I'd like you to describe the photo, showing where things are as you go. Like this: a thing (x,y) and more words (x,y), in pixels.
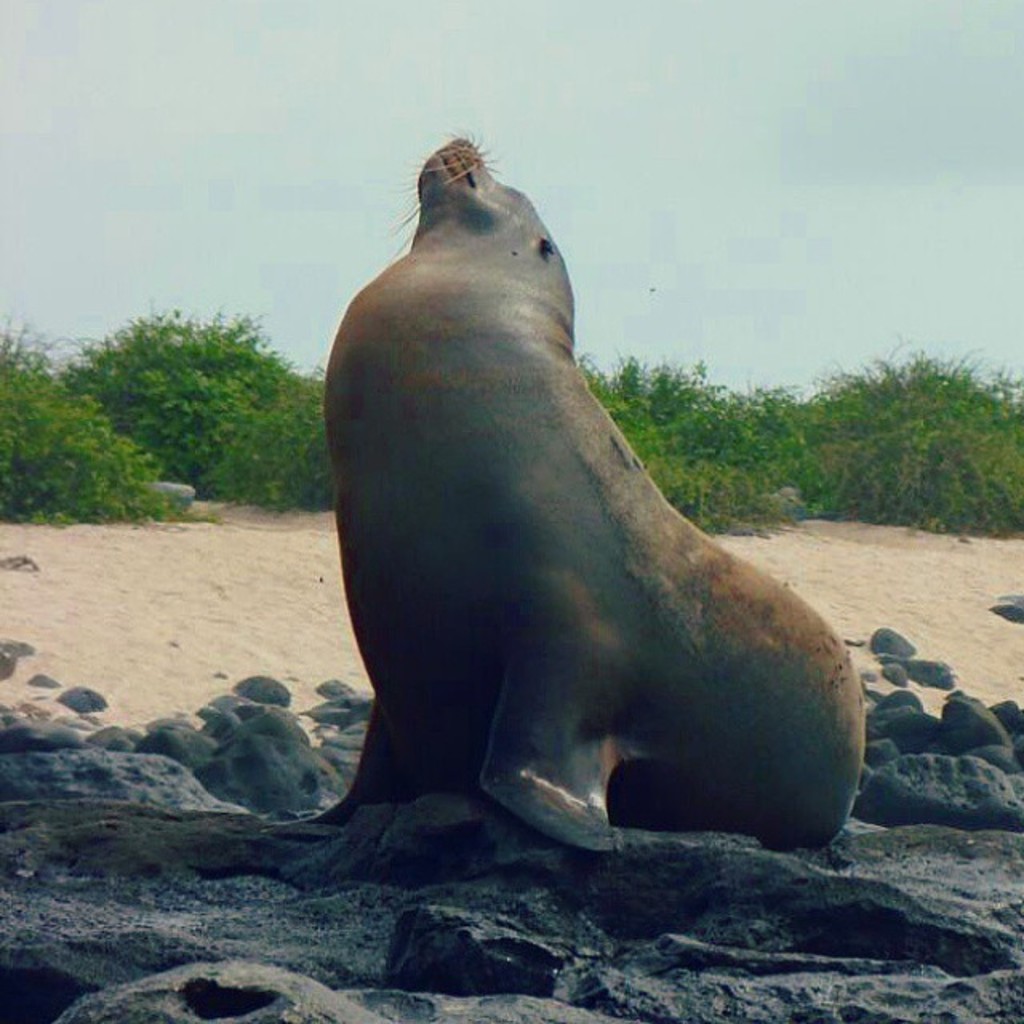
In the image there is a sea lion (428,450) standing on a rock (283,859), this seems to be clicked in a beach (292,562), behind it there is sand (231,605) all over the place followed plants (717,450) in the background (958,449) and above its sky (693,110).
